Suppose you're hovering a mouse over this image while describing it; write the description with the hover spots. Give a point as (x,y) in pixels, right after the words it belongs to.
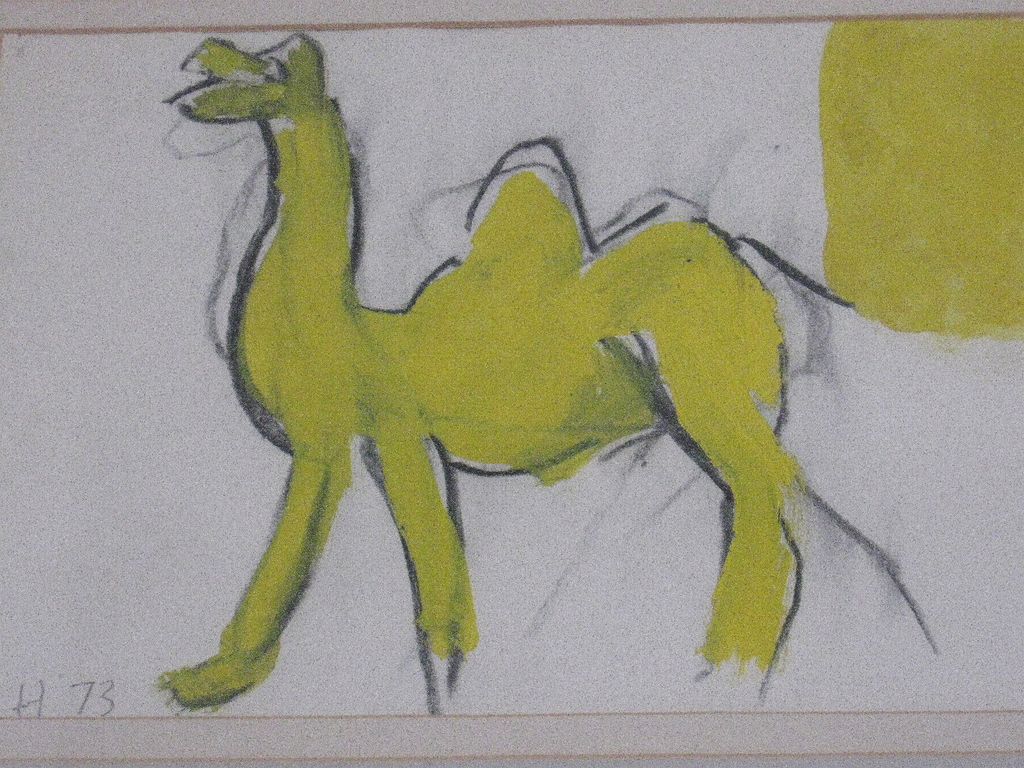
In this image we can see a sketch (688,437) of an animal (347,387) on the paper (195,606). We can also see a letter (23,705) and also the numbers (96,692) on the paper (119,691).
